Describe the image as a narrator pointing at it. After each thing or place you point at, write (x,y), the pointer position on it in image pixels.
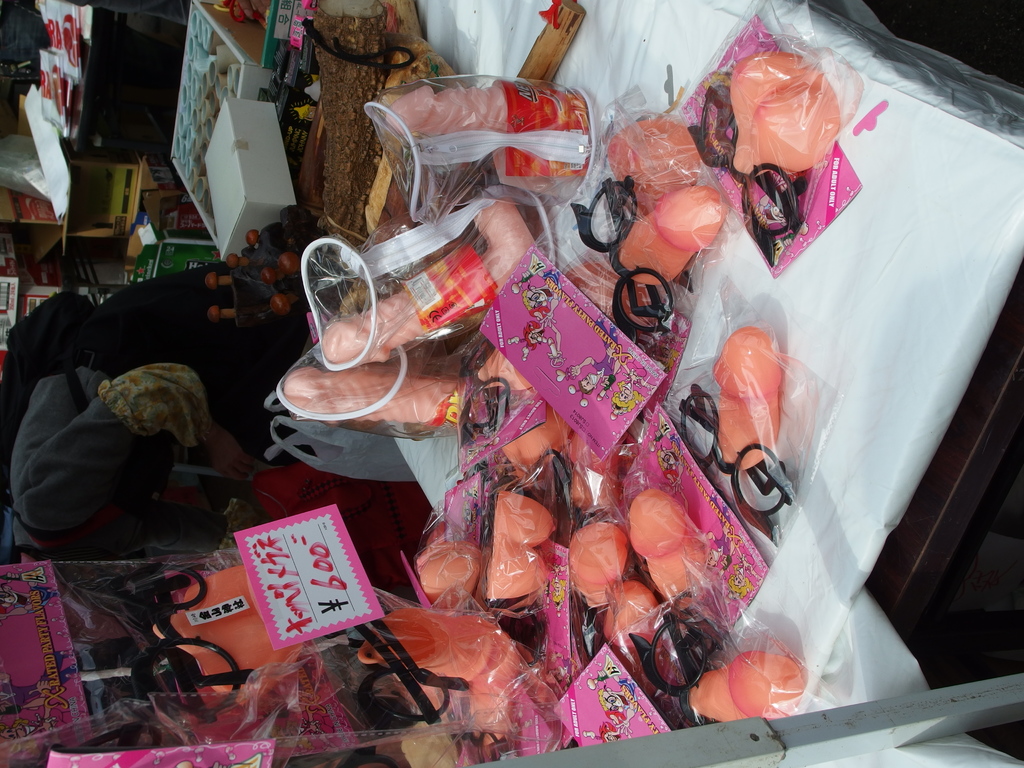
In the image on the white surface (882,229) there are toys (441,268) in the packet (443,284). And also there is a wooden log (332,94), box (239,143) and some other items (272,38). In the bottom left corner of the image (312,614) there are toys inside the packet (168,701) are hanging. Behind the table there is a lady (208,292) standing. In the background (133,217) there are few objects (64,148).
